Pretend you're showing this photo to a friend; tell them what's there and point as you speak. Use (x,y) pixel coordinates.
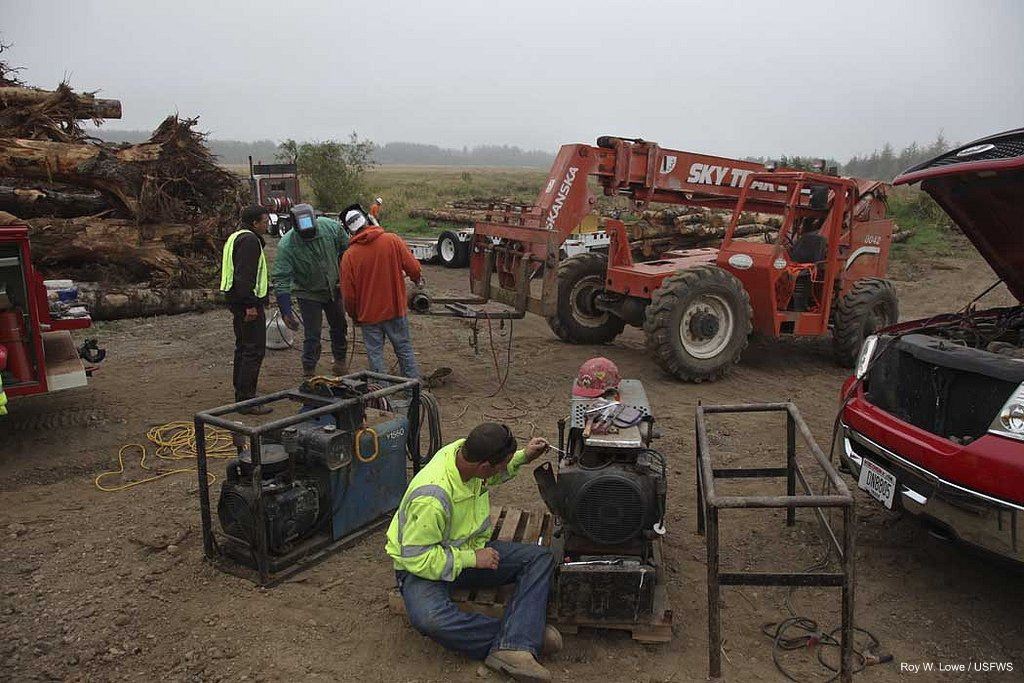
In this picture we can see vehicles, five people (340,351), wooden logs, machines (290,474), stands (808,497) and some objects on the ground (230,364) and in the background (439,234) we can see the grass (457,179), trees (457,157) and the sky (524,74).
